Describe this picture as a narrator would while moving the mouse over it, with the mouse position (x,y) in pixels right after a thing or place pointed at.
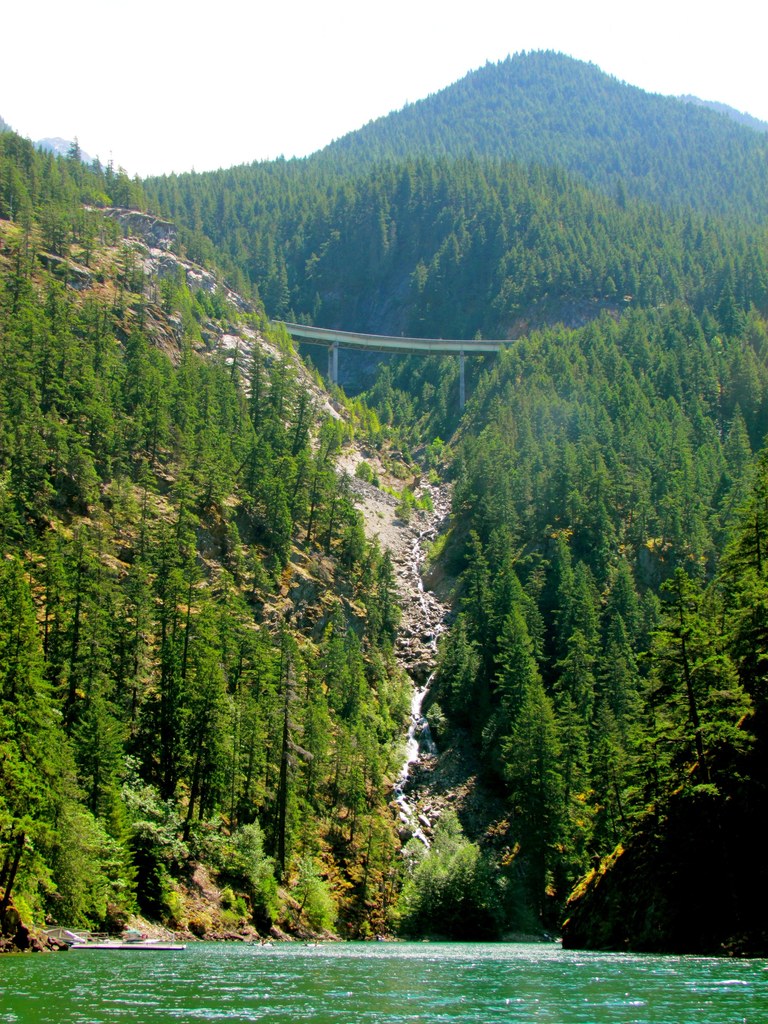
In this picture I can see there is a lake (445,1005) and there is a boat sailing on the water (98,974), there are mountains (421,726) and they are covered with trees (469,493) and there is a bridge (413,345) in the backdrop (428,346). There are few more mountains (480,163) in the backdrop (534,200), they are covered with trees (592,216) and the sky (265,87) is clear.
